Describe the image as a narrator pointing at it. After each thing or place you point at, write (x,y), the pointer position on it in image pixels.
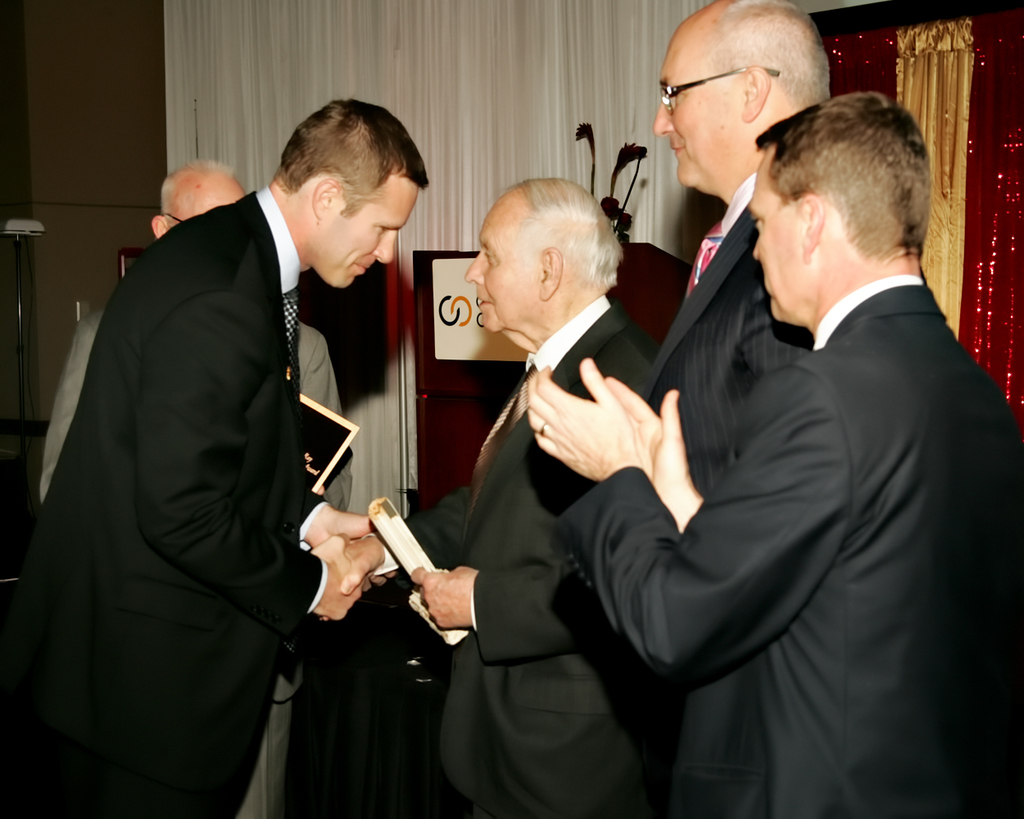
These people (211,488) wore suits (235,505). These two people (517,561) are giving shake-hand. Here we can see a podium (493,338). These are curtains (540,60).
